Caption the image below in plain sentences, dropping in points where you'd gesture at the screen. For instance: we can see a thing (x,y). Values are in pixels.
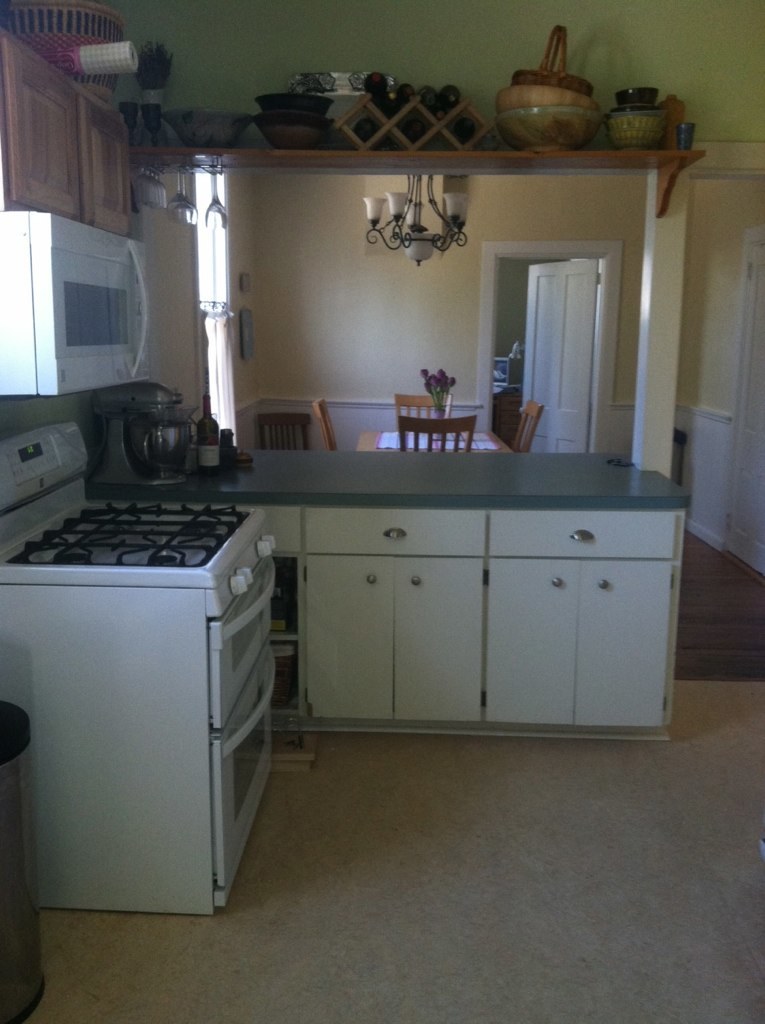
This is a image of the kitchen (367,777) on which we can see there is a table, stove (242,617), dining table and some other things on the shelf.
